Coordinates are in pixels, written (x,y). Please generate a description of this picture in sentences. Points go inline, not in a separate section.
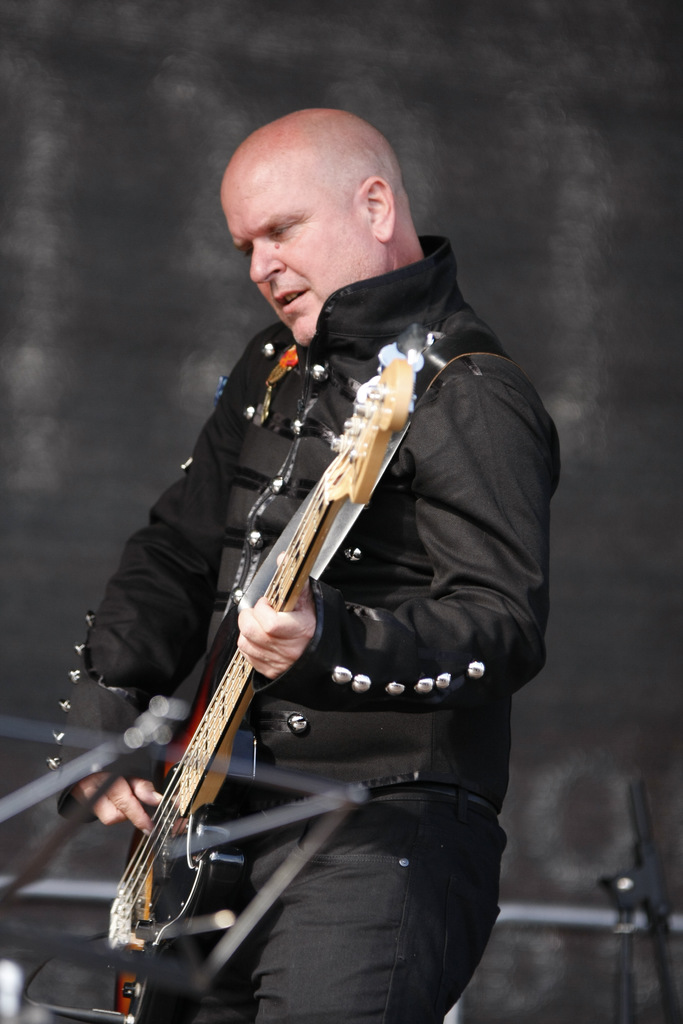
In this picture there is a man (406,789) playing guitar (195,730). He is wearing a shiny black jacket (469,552). In front of him there is a book holder (127,749). To the right corner of the image (641,898) there is a microphone stand (640,909). In the background (565,284) there is wall (574,216).
